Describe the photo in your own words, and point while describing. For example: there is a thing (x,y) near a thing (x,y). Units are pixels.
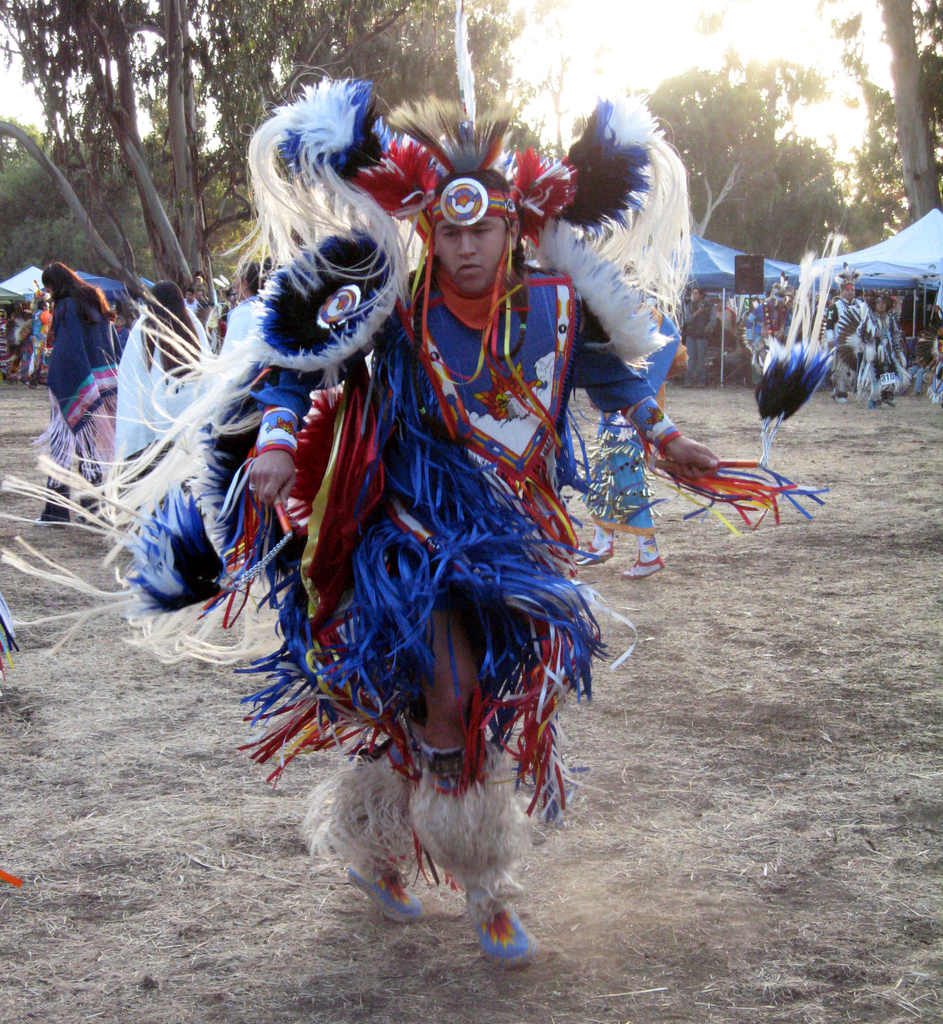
In the image we can see the person (473,412) standing wearing a costume (436,558), shoes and it looks like the person (466,587) is dancing. Behind the person (479,285) there are other people (882,303). We can even see the trees (211,173), dry grass (180,805) and the sky (22,84). We can even see there are pole tents (895,271).
